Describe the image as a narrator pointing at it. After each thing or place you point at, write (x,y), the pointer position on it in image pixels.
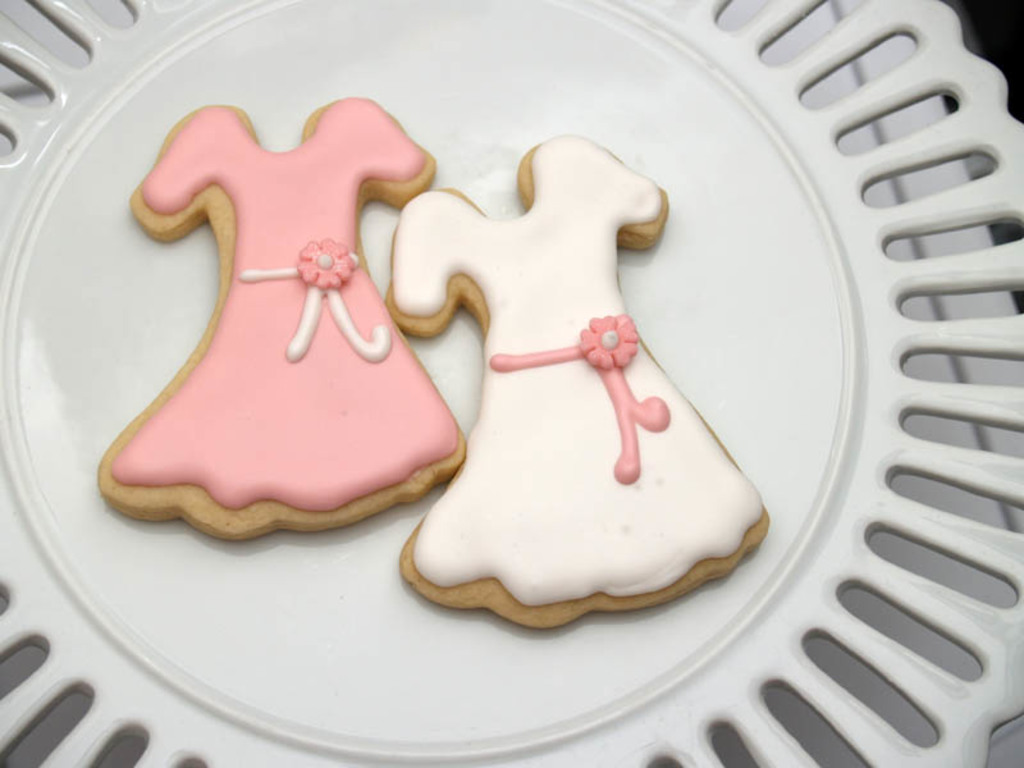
In this image there are two cream biscuits (407,338) which are in the shape of a frock are on the plate (769,331).
